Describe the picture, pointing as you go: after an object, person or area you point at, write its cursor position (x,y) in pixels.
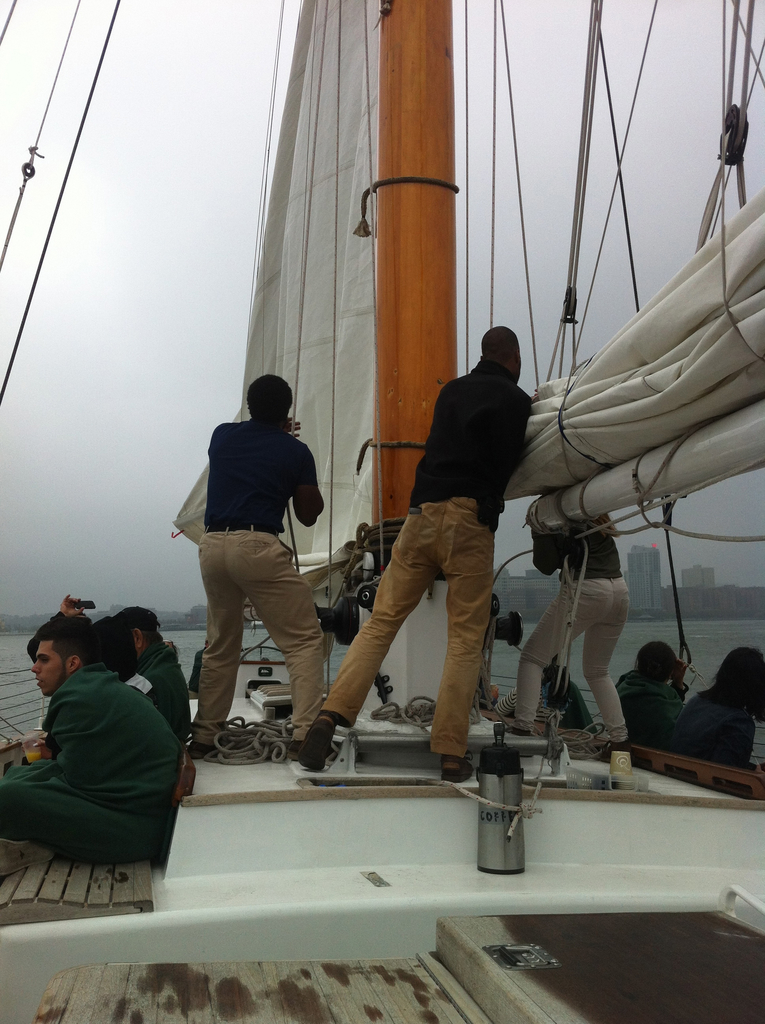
In this image we can see persons (364,691) sitting and standing in the ship (406,636), ropes (618,147), log (434,219), cloth (630,448), buildings (708,614), water (663,634) and sky (206,152).
